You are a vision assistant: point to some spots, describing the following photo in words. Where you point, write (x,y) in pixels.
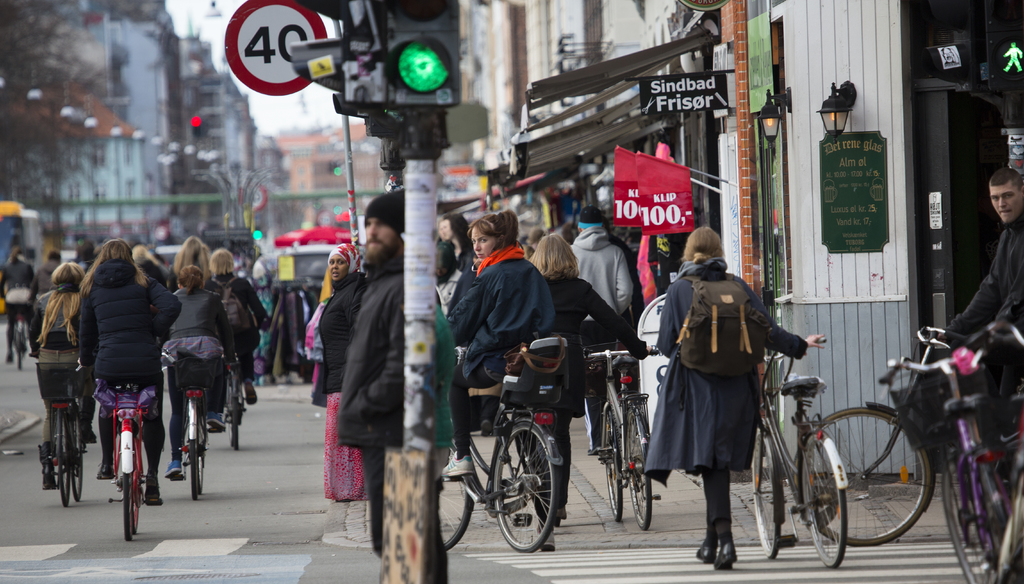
In this image I can see the group of people (483,304) riding the bicycle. And I can see a person (356,370) standing at the signal pole (407,173). To the right (710,96) there are some boards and the flags (665,200). In the background (171,112) there is a building (218,75) and the sky (179,30).
